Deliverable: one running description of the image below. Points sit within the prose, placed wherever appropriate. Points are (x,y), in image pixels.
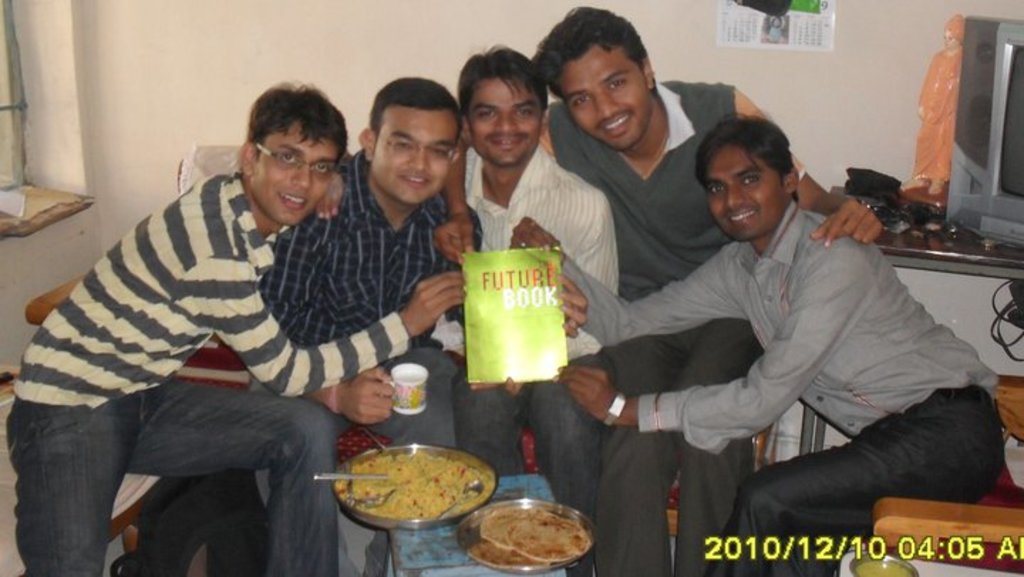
In this picture we can see 5 men (469,135) holding a book (545,256) and looking at someone. Here we can see 2 plates (418,449) with food (411,467) in it.
